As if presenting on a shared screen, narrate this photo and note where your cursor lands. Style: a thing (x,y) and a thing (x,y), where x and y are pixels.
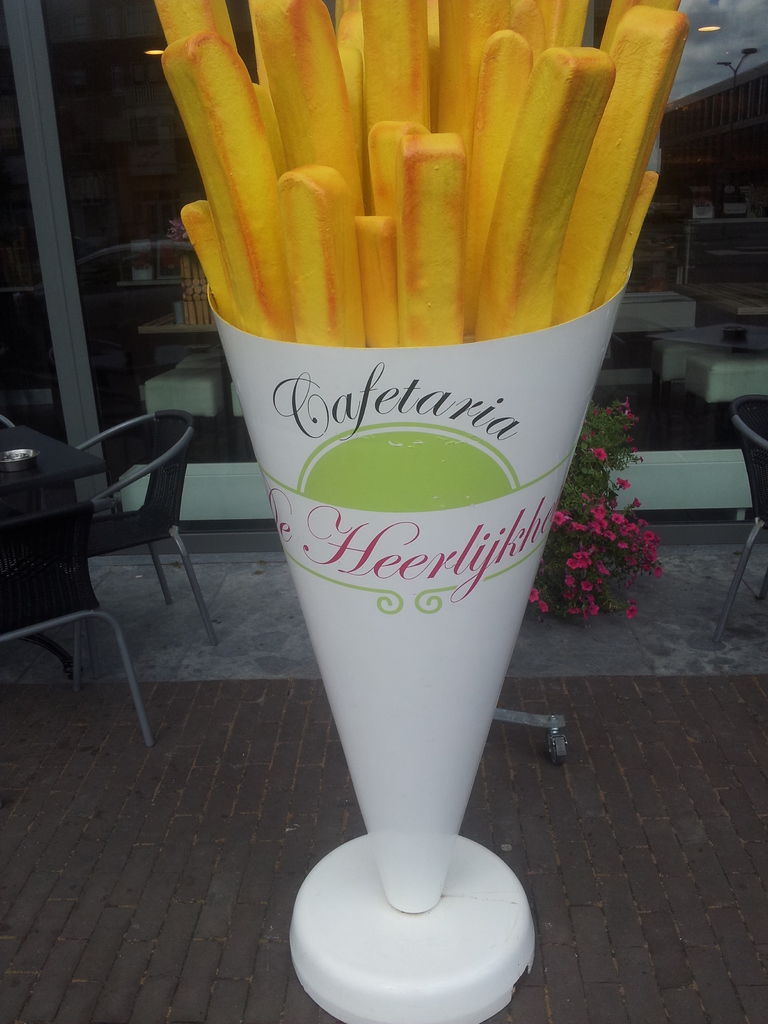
Here I can see a structure (388,288). It seems to be a paper cone (369,399) in which some yellow color food items (374,213) are placed. On the left side (42,488) there is a table (52,470) and two chairs (66,552). In the background (716,245) there is a glass (734,192), some objects (734,192) and a flower pot (587,543).
